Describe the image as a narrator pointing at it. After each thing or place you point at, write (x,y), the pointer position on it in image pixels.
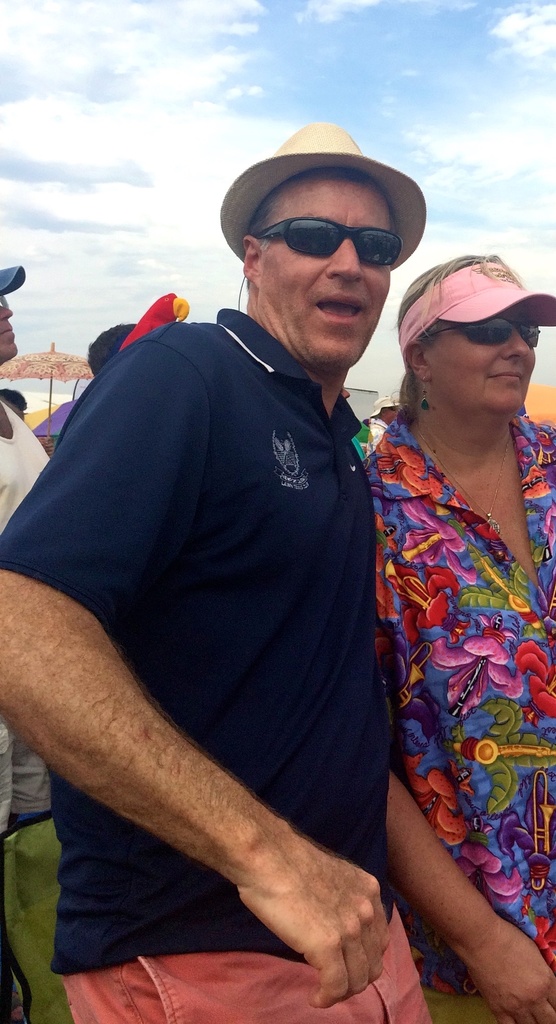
In this picture there is a man (354,354) who is wearing goggle (357,237), hat (309,136), t-shirt (182,944) and trouser (198,1014). Beside him there is a woman (428,482) who is wearing cap (457,288), goggle (502,333) and shirt (499,718). In the back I can see many people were standing. In the background (84,372) I can see the umbrella (67,365). At the top (284,46) I can see the sky (256,15) and clouds (38,115).
